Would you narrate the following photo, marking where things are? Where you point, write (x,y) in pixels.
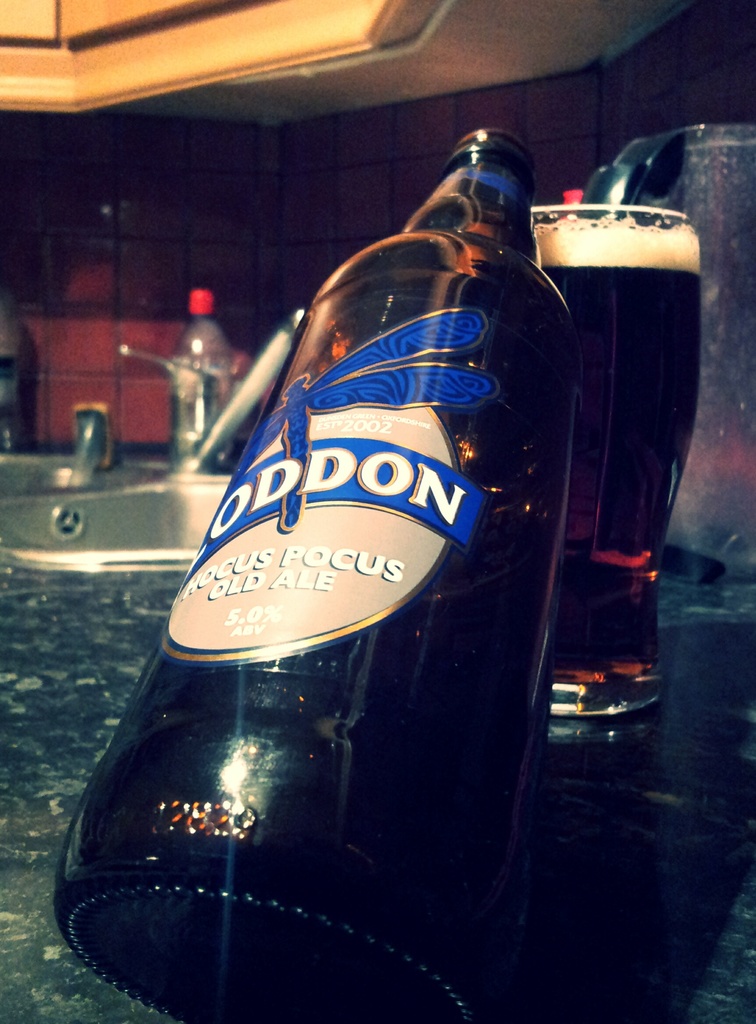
This picture is consists of a bottle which is placed on a counter (42,983) and there is a glass (644,691) at the right side of the image (675,230), contains drink (576,275) in it.
